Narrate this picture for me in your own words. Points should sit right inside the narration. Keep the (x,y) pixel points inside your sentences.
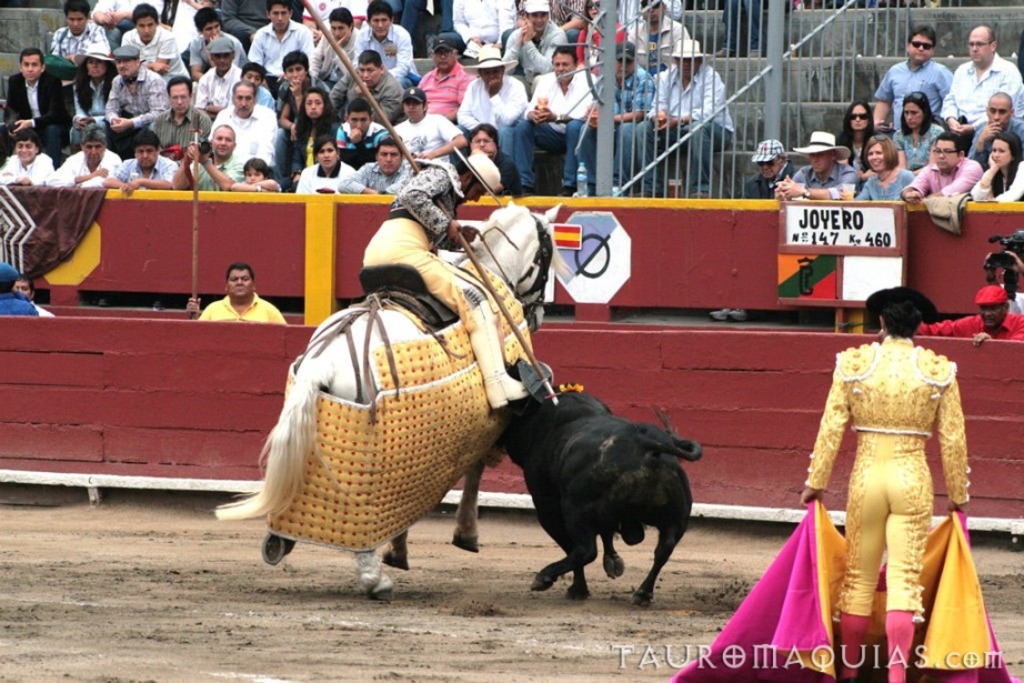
In the foreground of this picture (597,513), there is a bull fight where we can see a bull (619,476) and a man (410,187) on a horse (410,332) and another man (836,436) standing and holding a cloth (814,549). In the background (688,102), there are audience (363,109) sitting.
